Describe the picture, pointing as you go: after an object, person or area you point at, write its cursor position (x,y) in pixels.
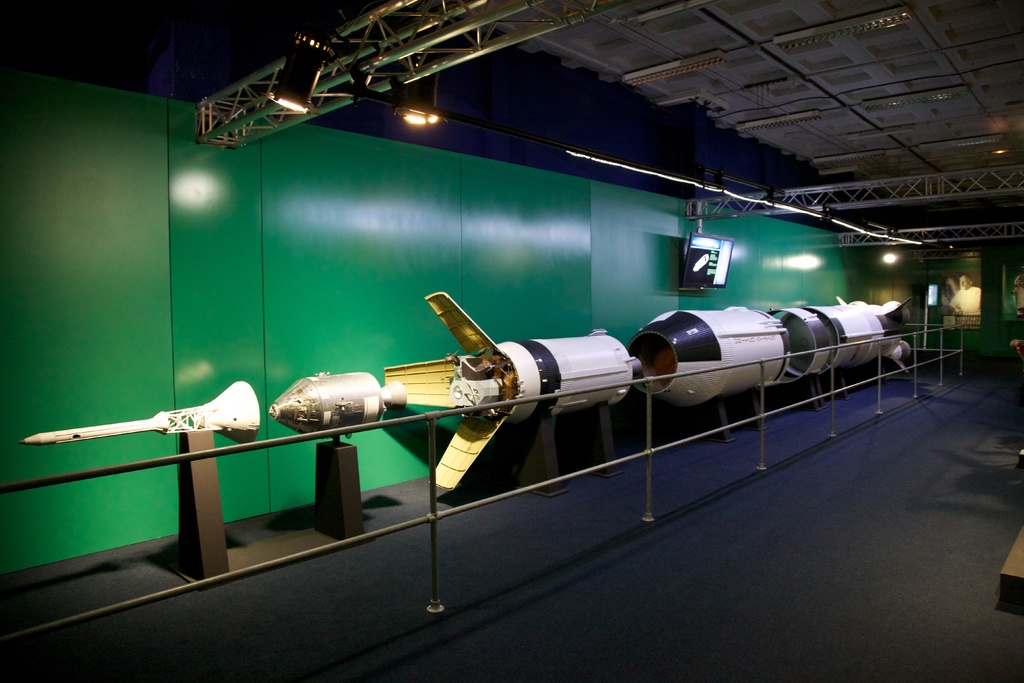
In this image I can see the parts of the rocket (354,394) which are white, black and brown in color on the other side of the railing (819,349) and I can see the wall (330,244) which is green in color, few metal rods (219,130), few lights (428,85) and the blue colored surface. In the background (839,79) I can see the ceiling (787,75), few lights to the ceiling (856,112), the green colored wall (990,334) and few photo frames (969,281) attached to the wall (930,306).
